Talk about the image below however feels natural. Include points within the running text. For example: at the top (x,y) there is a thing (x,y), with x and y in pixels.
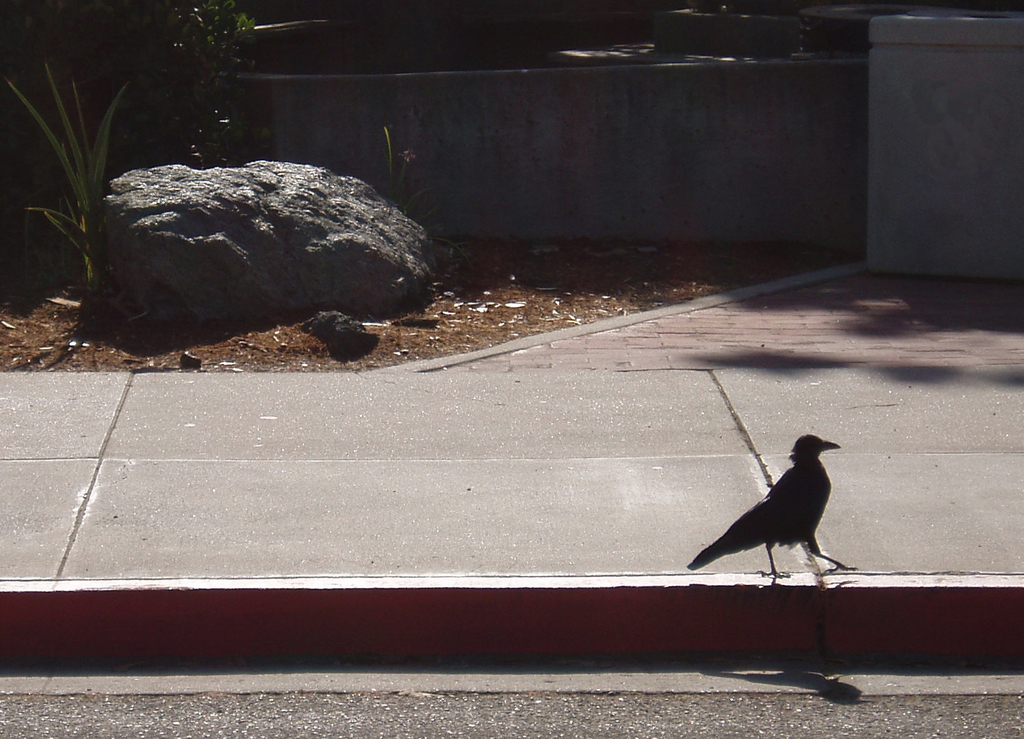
In this image in front there is a bird (816,541). In the center of the image (549,416) there is a road (502,448). In the background of the image (603,175) there is a wall (555,177). There is a rock (256,278). There are plants (199,60).
